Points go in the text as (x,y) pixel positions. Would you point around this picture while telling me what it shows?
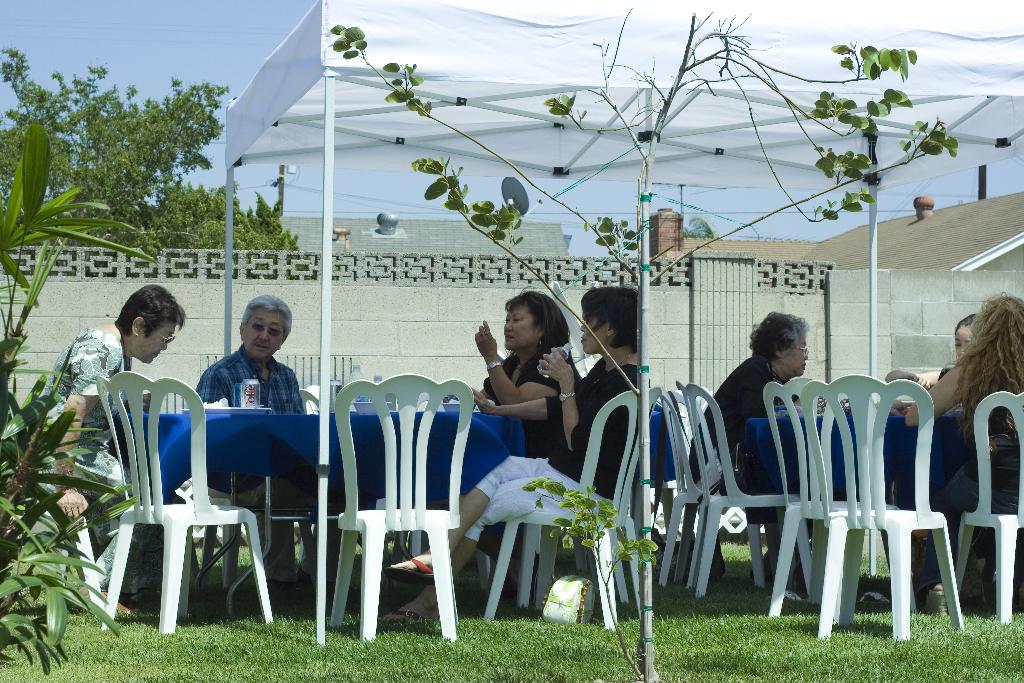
This image is taken in the garden (644,679), There is grass (295,663) on the ground (180,661) in the green color, There are some chairs (168,514) which are in white color, There is a table (208,462) covered by a blue cloth (306,443), there are some people (589,418) sitting on the chairs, There is a white color shade (530,66), In the background (136,232) there is a green color tree (149,161), There is a wall (340,288) of white color.
